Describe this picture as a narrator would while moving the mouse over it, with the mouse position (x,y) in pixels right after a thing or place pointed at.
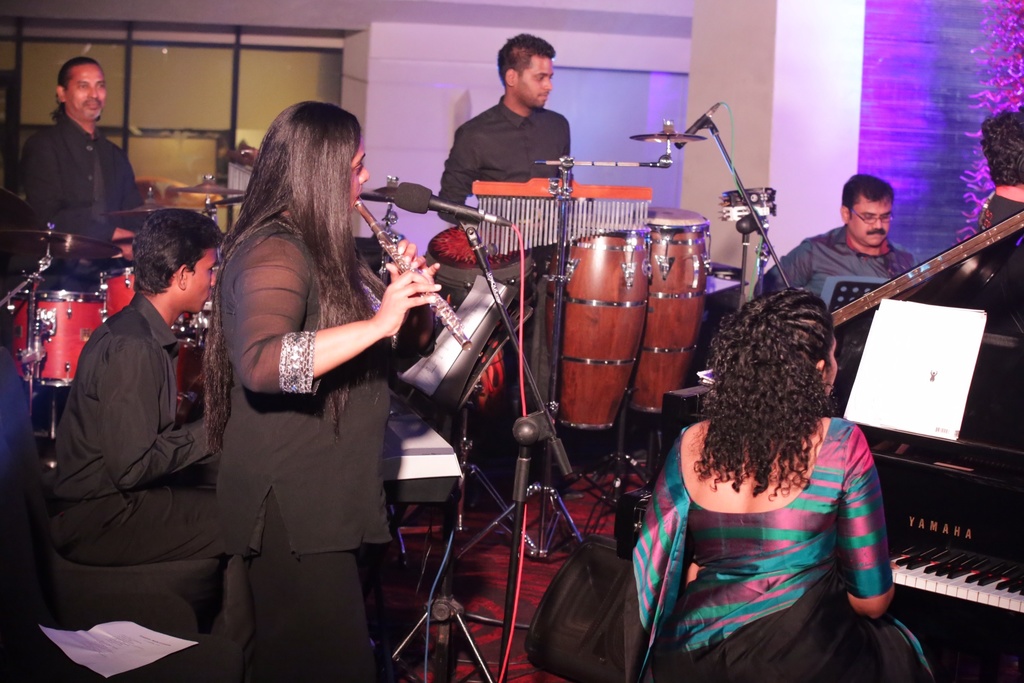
There is a music band (214,239) in this room (690,461) and some musical instruments (607,251) in everyone's hand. Some of them are sitting in front of a musical instrument (914,533). Everyone is playing their respective instruments (464,268). In the background (740,69) there is a wall (440,71) here.
